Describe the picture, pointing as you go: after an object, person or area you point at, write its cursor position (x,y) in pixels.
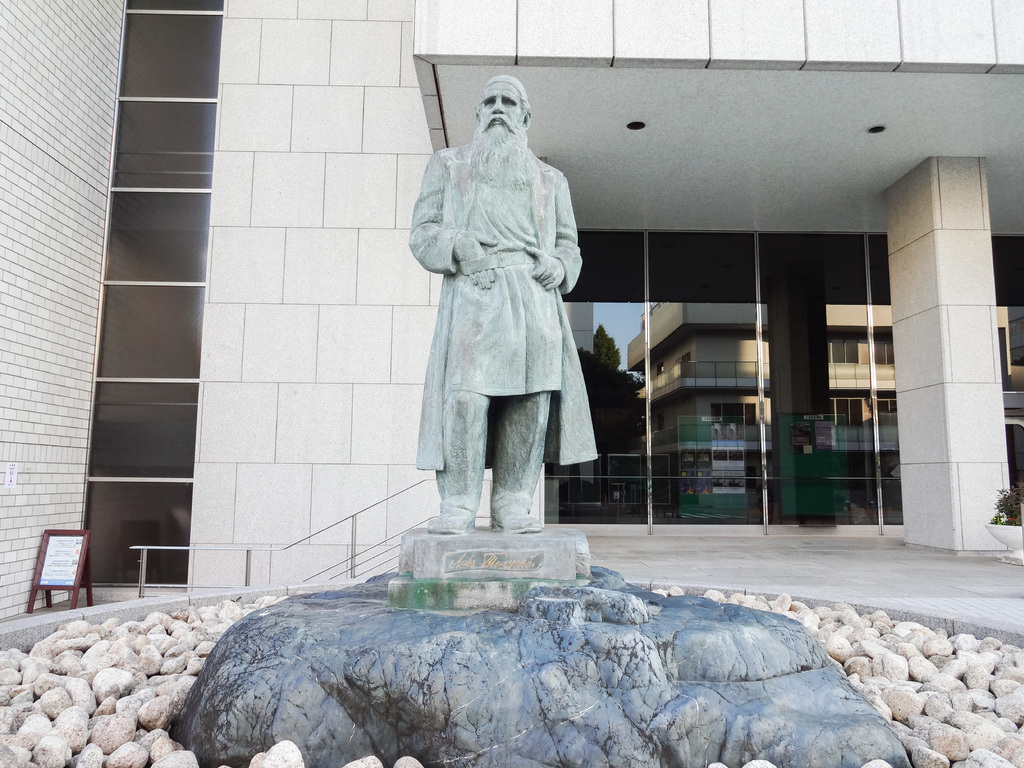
In this image we can see a statue (429,441), pedestal (515,609), stones (853,615), building (242,302), railing (352,524), information board (48,586) and a houseplant (1006,538).
